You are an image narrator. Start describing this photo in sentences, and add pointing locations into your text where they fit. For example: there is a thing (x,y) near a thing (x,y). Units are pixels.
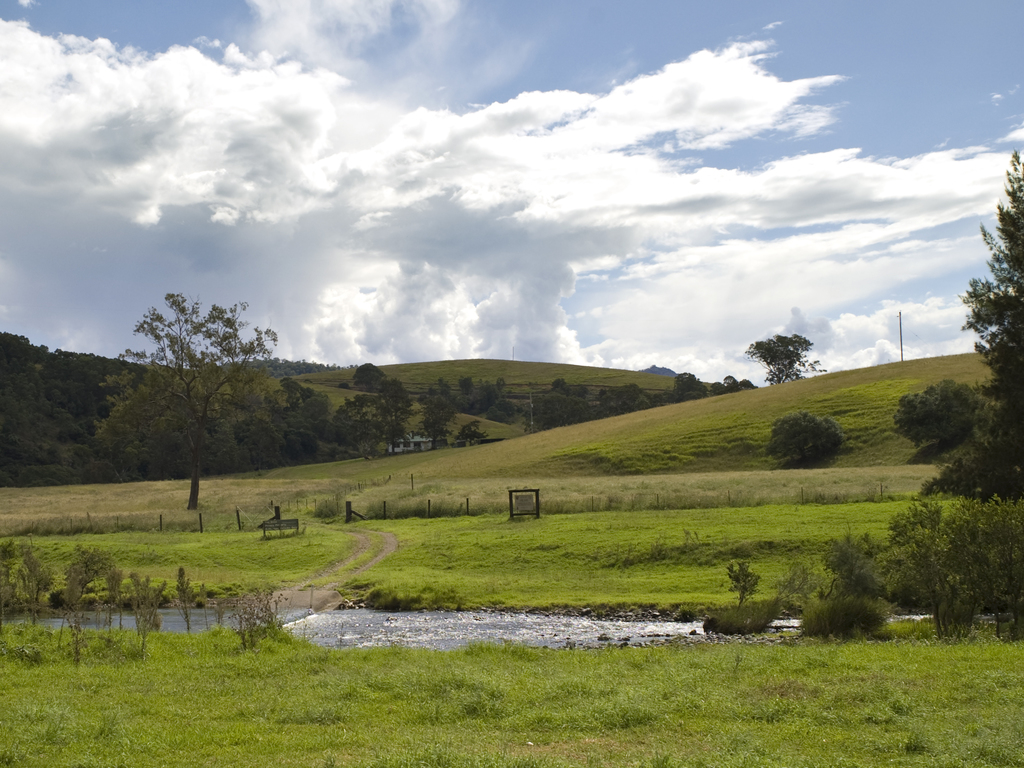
In this image we can see plants (269,632) and grass (347,671) on the ground (287,605), water (387,629) and small poles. In the background (139,503) we can see trees (347,453), houses (421,435), grass (415,475), hills (204,432), pole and clouds (404,299) in the sky (356,342).
